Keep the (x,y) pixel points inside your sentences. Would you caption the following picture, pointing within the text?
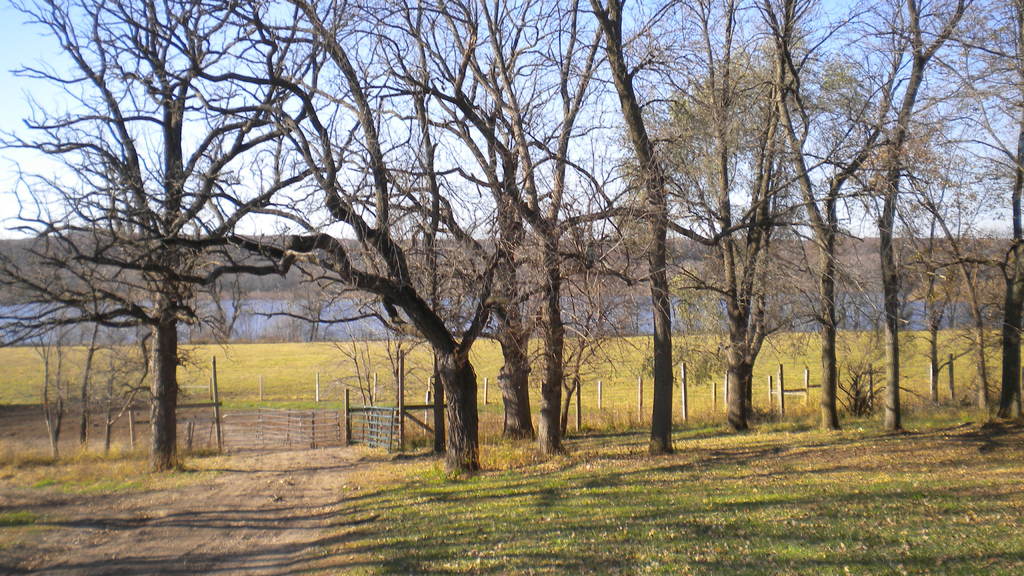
There are few dried trees (641,144) and there is a fence (429,415) beside it and the ground (645,525) is greenery (763,524).
